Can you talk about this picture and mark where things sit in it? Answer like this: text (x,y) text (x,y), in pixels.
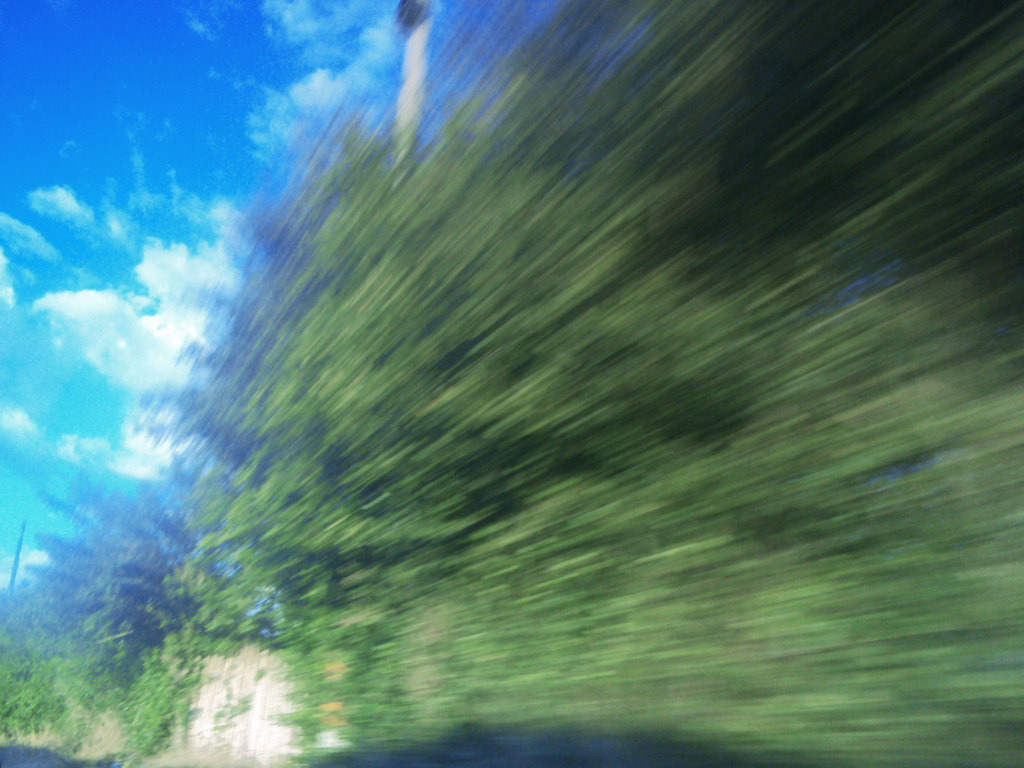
In the center of the image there are trees (306,454). At the top of the image (208,106) there is sky (74,113). There is a wall (207,697).
